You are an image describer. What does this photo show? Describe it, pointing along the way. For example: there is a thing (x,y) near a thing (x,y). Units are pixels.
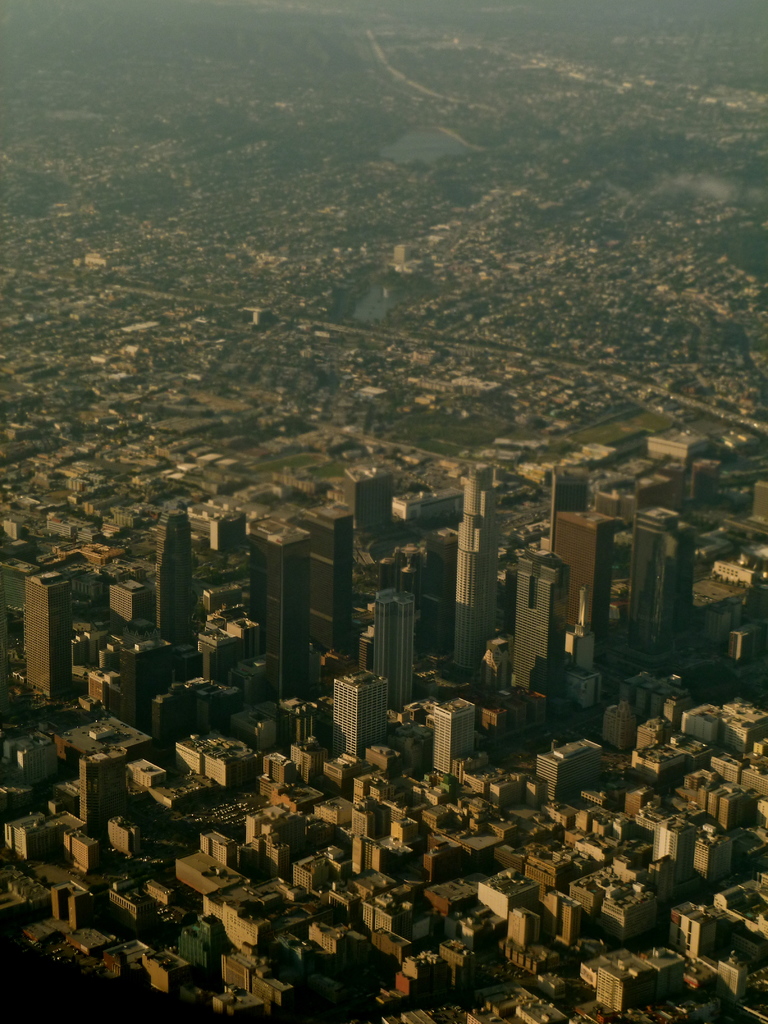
This is the aerial view of the image. At the bottom of the picture (470,782), we see the buildings (409,681). In this picture, we see the water bodies (377,316), buildings (373,511) and trees (345,163).
